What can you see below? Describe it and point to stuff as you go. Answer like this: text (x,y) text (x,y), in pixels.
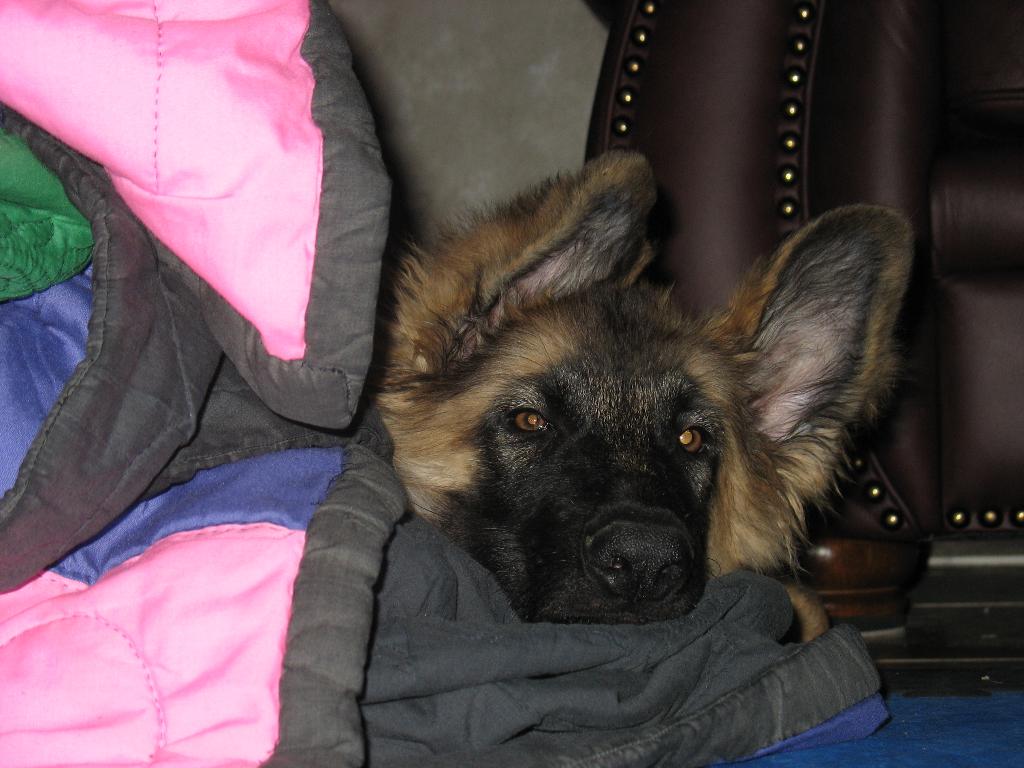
In the middle of the image (564,407) there is a dog (633,459). On the left side (298,373) I can see few clothes (224,599) and on the right side (898,594) there is a wooden object (919,343).
